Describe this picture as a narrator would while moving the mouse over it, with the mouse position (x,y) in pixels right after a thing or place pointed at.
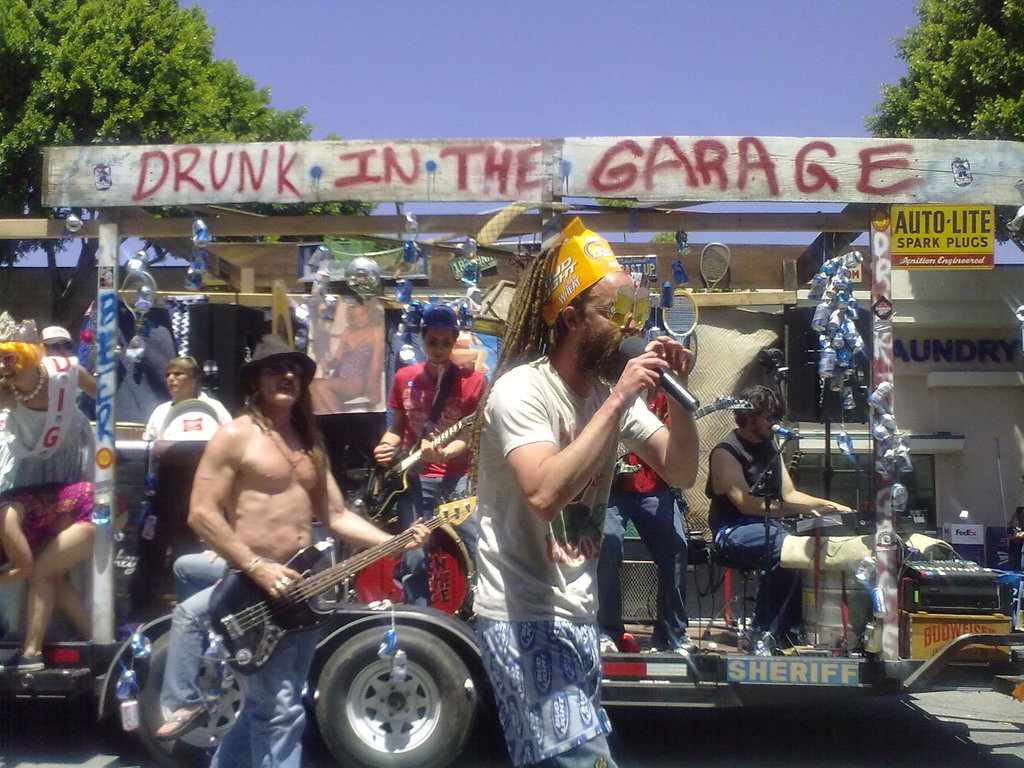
In this image in the middle (521,492) there is a man (521,492) standing and he is holding a microphone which is in black color, in the left side (252,691) there is a man (261,569) standing and holding a music instrument (263,600) which is in black color. In the background (898,607) there is a car (765,470) in that there are some people (753,459) sitting and there are some people (658,512) standing, in the top (109,68) there is a green color tree (181,75) and there is a sky (457,71) in blue color.
